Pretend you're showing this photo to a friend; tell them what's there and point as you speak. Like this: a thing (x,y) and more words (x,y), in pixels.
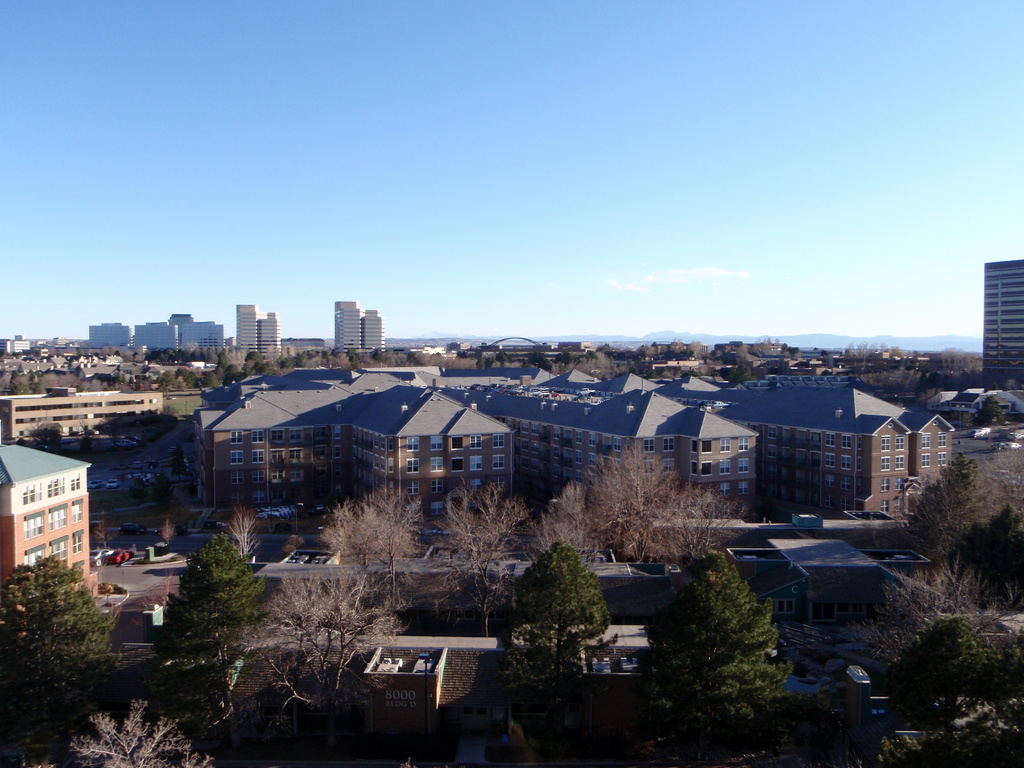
In this image we can see the aerial view of certain area (335,364) in which there are some houses (2,516), trees (382,606), streets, road (127,541) and in the background of the image (422,289) there is clear sky (454,207).
